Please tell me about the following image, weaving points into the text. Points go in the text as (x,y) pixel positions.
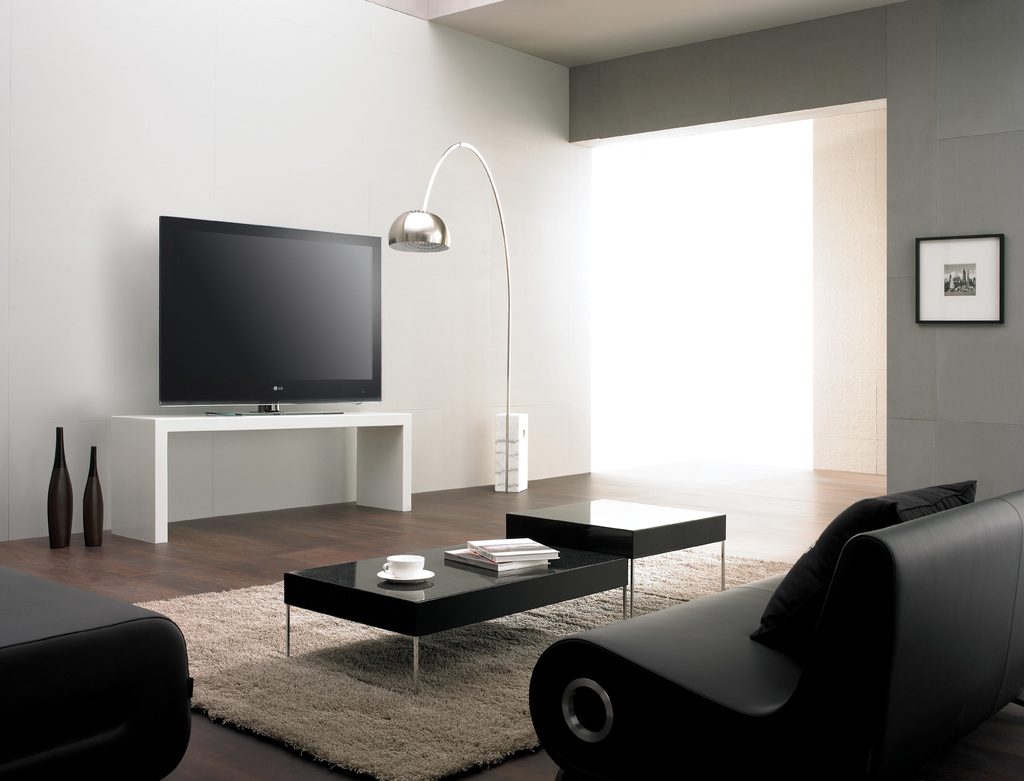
It is a living room (361,520), there is a sofa set (106,690) in front of the sofa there is a black table (520,590) on the table (459,578) there are some books (481,551) and a cup (395,563) and saucer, in front of that there is a television (278,325) on the white table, to the left side (62,507) there are some bottles (93,487), to the right side there is a big lamp (440,217) in the background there is a window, to the right side (958,167) there is another wall of grey color (946,172) there is a photo frame (934,268) to the wall (934,440).
